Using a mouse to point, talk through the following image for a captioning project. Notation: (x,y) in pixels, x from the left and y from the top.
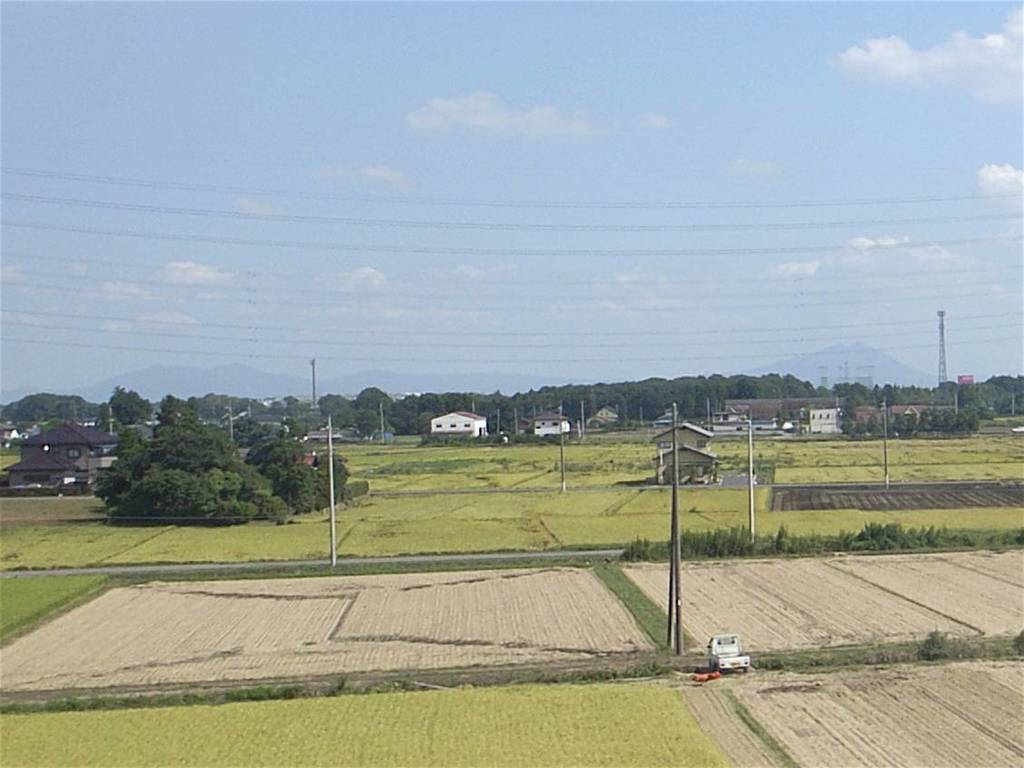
In this image I can see a farm (604,590) in the farm (432,472) I can see a poles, houses (81,460), trees (277,472), a road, vehicle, at the top I can see the sky (785,173), power line cables (598,359), in the middle (524,395) I can see buildings (820,417), trees (959,431).
